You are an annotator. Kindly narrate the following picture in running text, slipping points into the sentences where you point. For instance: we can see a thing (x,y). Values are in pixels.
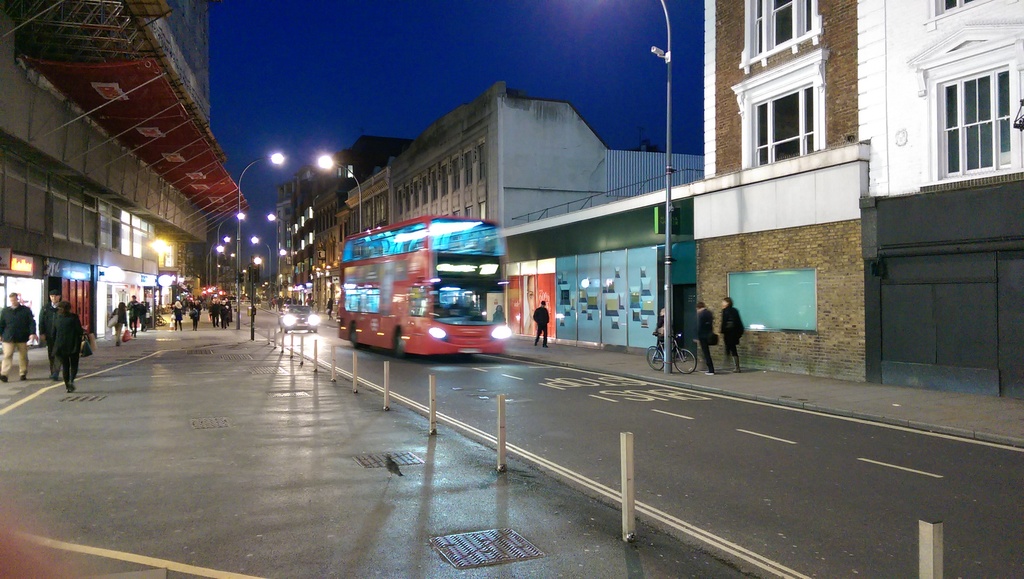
In this picture I can see there is a bus (466,294) moving on the road (752,490) and there is a car (312,317) here behind the bus (407,342) and there are some people (660,311) walking on the walk way (744,371) and there are some street lights (667,350) and there are buildings (335,231) and the sky (330,109) is clear.
